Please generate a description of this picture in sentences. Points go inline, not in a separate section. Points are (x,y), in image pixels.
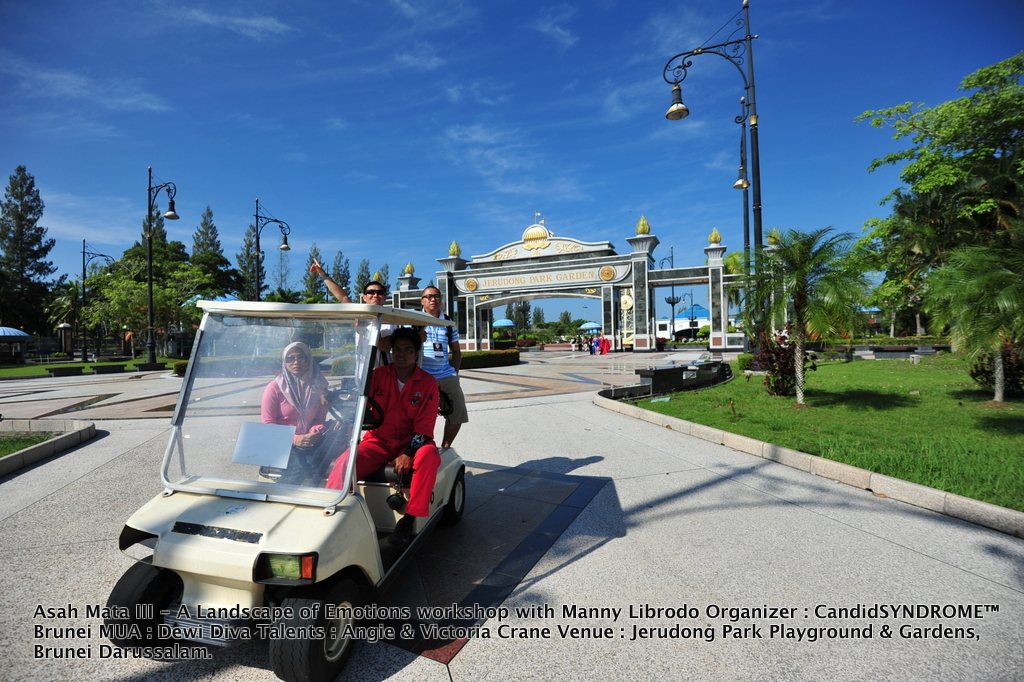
In this image, there are a few people (382,432). We can see the ground (758,453). We can see a vehicle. We can see some grass (934,397) and trees (976,359). We can see some poles (755,75) with lights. There are a few benches (99,370) and umbrellas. We can see the arch (609,250) with some text (570,279). We can also see a house (690,329). We can see the sky (586,41) with clouds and some text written on the bottom (642,619).
